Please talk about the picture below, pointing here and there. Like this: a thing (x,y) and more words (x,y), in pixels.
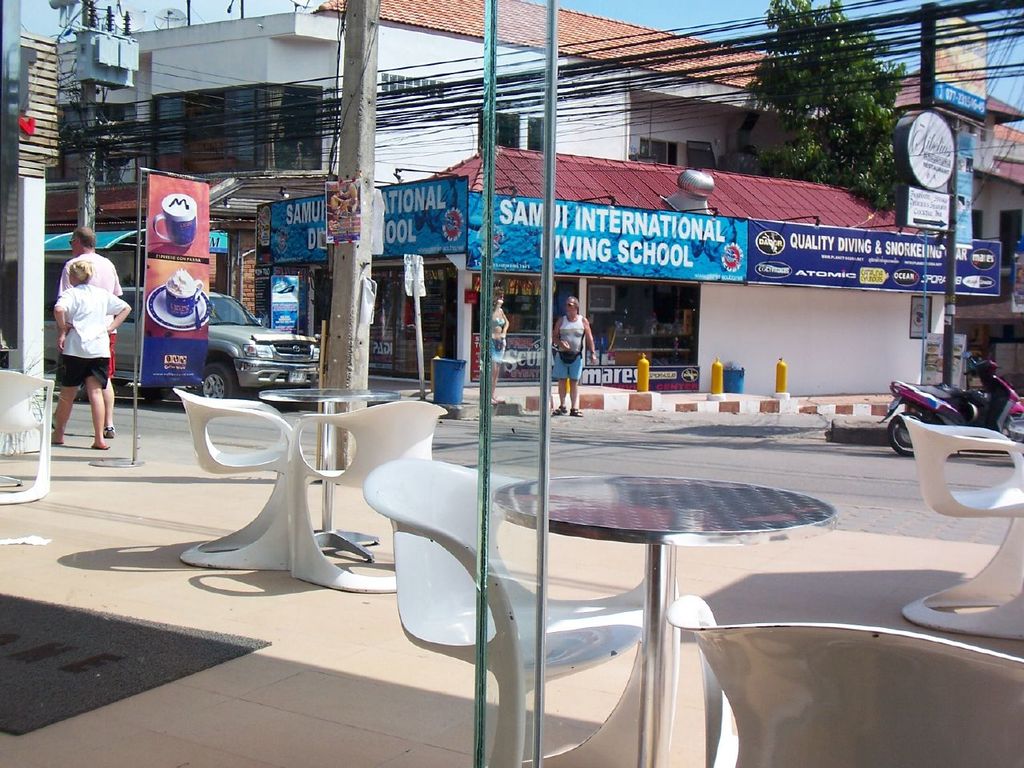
In this picture I can observe two people (88,391) walking on the footpath (197,523). There is a car (212,332) on the road (648,437). On the right (705,537) I can observe a table (642,498) and white color chairs (467,510). On the right side (938,392) there is a bike (890,422) parked on the road (884,458). In the background (441,291) there are buildings (578,33), wires (679,75) and a sky (733,34).
